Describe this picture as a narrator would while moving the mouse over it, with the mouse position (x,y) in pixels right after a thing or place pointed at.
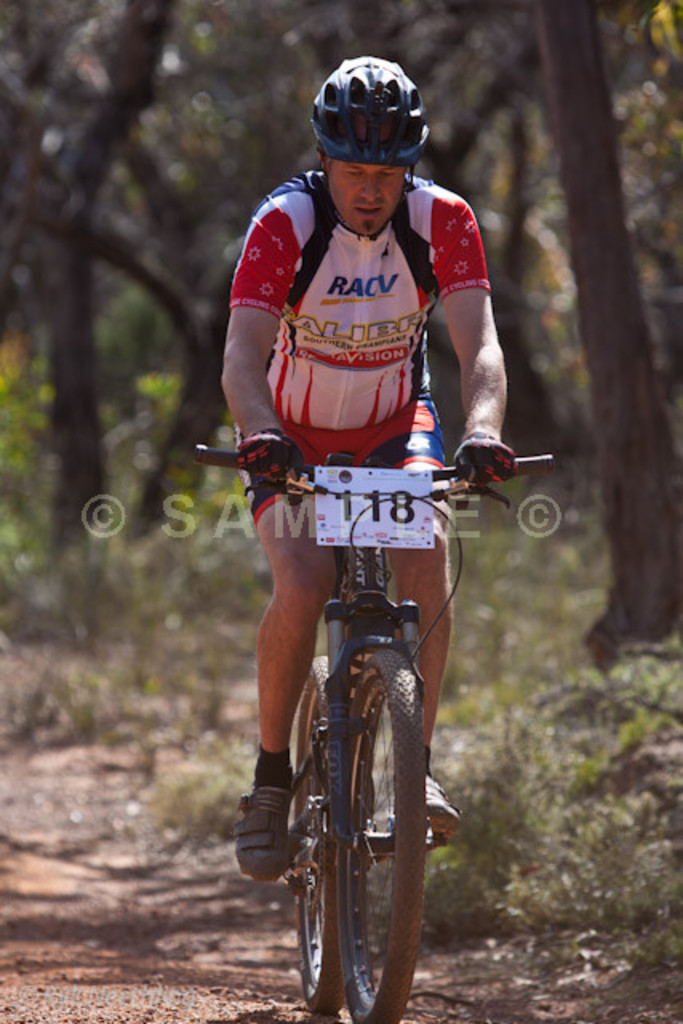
In this picture I can see a man (463,228) riding bicycle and he is wearing a helmet (339,96) on his head (375,125) and I can see trees (569,44) in the back (670,514) and plants (601,892) on the ground (546,755) and I can see a watermark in the middle of the picture (449,527).
